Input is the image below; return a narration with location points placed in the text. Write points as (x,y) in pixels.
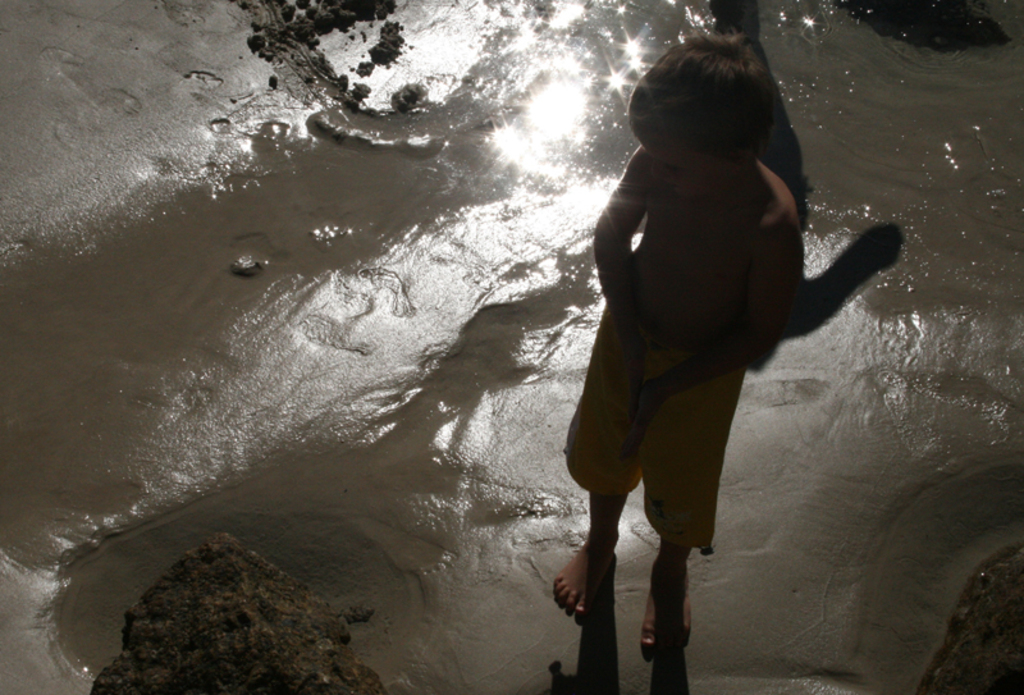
In this picture we can see a boy (637,407) is standing on the sand (598,592) and behind the boy (678,270) there is the water (904,84). In front of the boy (603,478) it looks like a rock (193,669).
